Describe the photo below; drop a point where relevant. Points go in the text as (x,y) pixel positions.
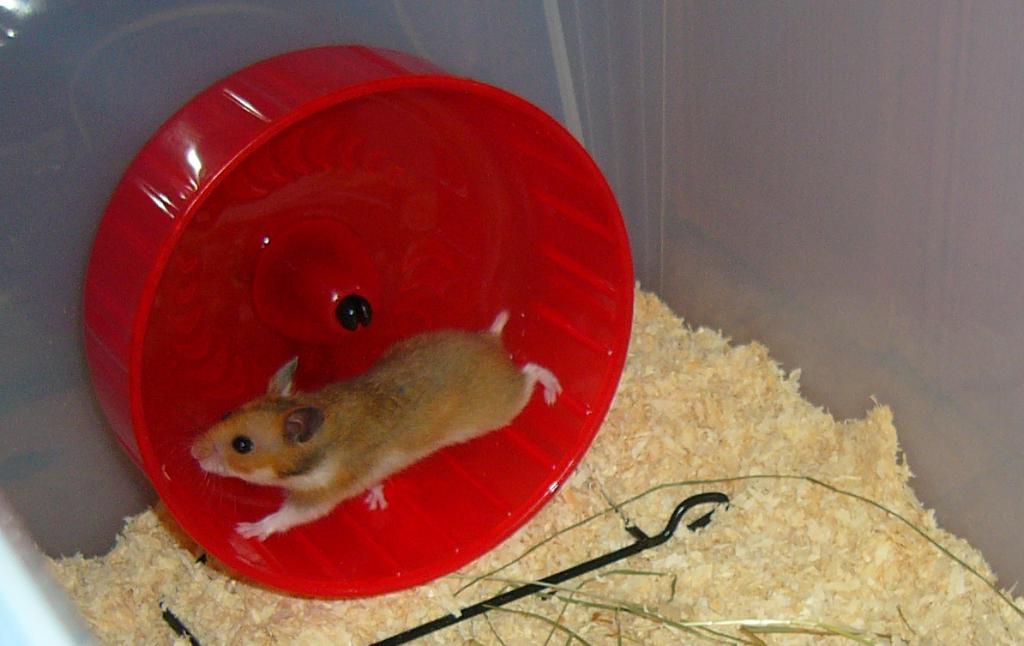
In this image there is a hamster (387,447) in the red colour wheel (341,306). At the bottom (761,541) there is bedding (698,471).
